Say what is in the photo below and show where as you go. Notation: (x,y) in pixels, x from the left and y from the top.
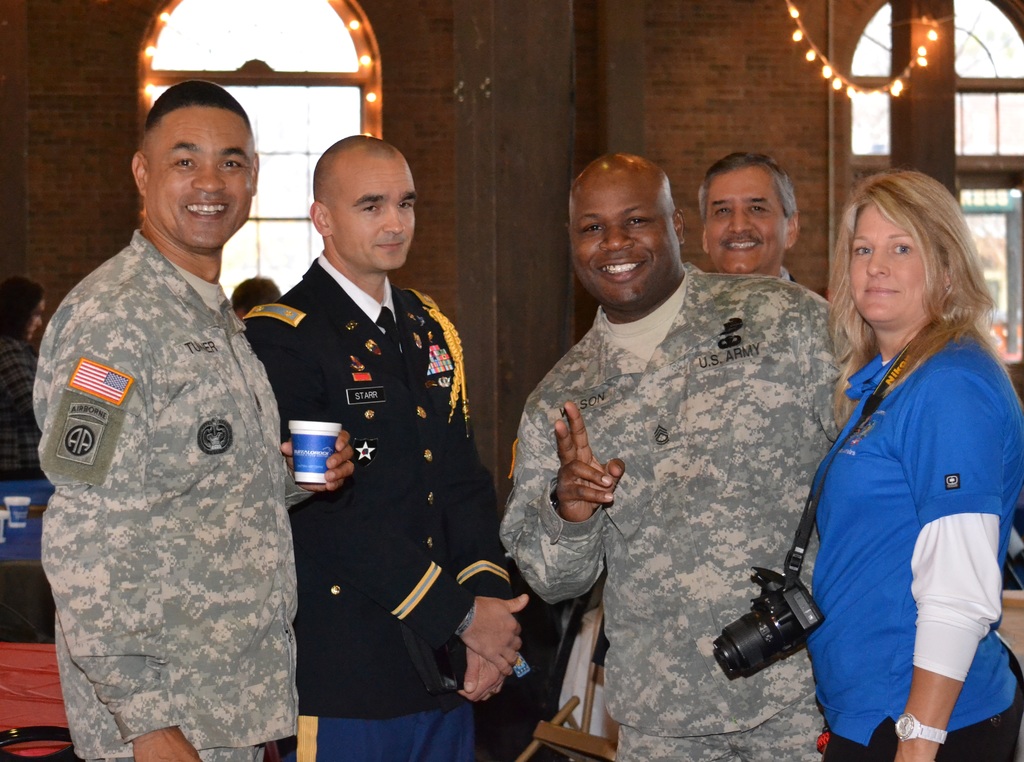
In this image I can see the group of people (599,469) with different color dresses (555,549). I can see three people (423,542) with the military uniforms (737,611) and one person (823,472) is wearing the camera (788,609) and another person (107,441) is holding the cup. In the background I can see the windows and the brown color brick wall (579,110). I can also see some lights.
